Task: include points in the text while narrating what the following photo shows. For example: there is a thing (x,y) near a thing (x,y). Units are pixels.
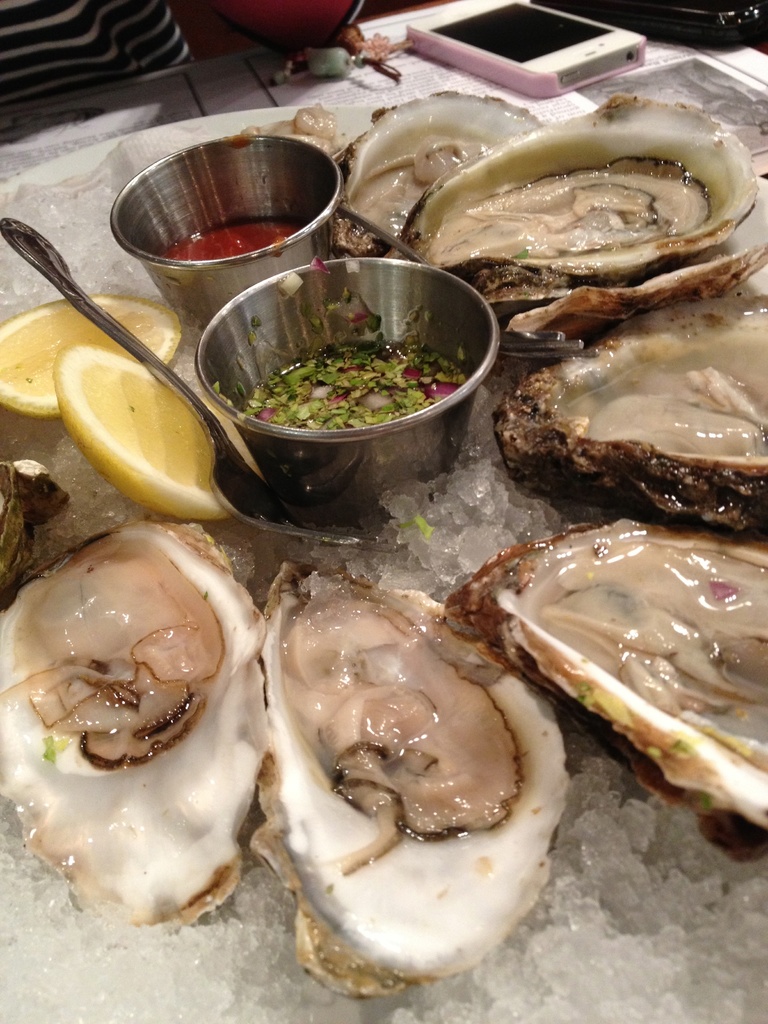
In this image there is a plate (73,170). On the plate (63,168) there is an ice (283,998). In the ice (640,858) there are shell fishes (315,679) and two steel bowls (273,343) in which there is sauce (356,362). Beside the bowls (356,362) there are two lemon pieces (113,364) and a spoon (142,345). In the background (523,8) there is a mobile phone (495,49) on the table (388,26).
